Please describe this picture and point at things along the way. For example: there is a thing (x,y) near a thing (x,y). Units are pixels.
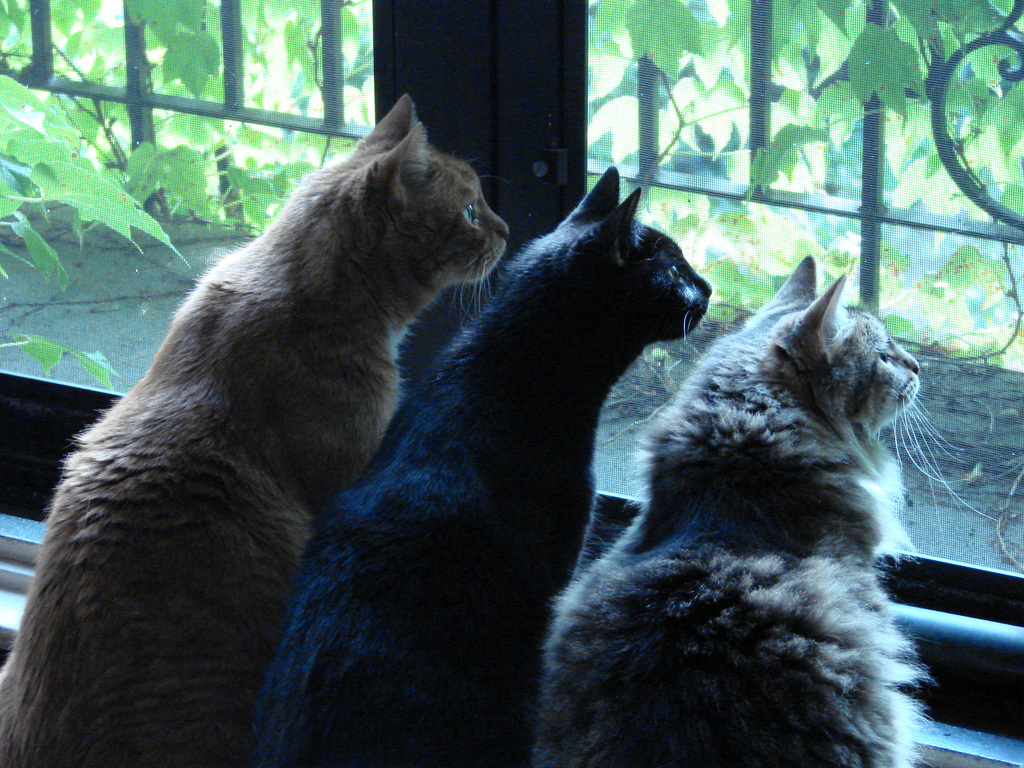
In this picture I can see few cats (557,510) one is brown and one is black and another one is light brown in color and I can see a glass window (818,241) from the glass (799,143) I can see a metal fence (215,104) and few plants (150,42).
